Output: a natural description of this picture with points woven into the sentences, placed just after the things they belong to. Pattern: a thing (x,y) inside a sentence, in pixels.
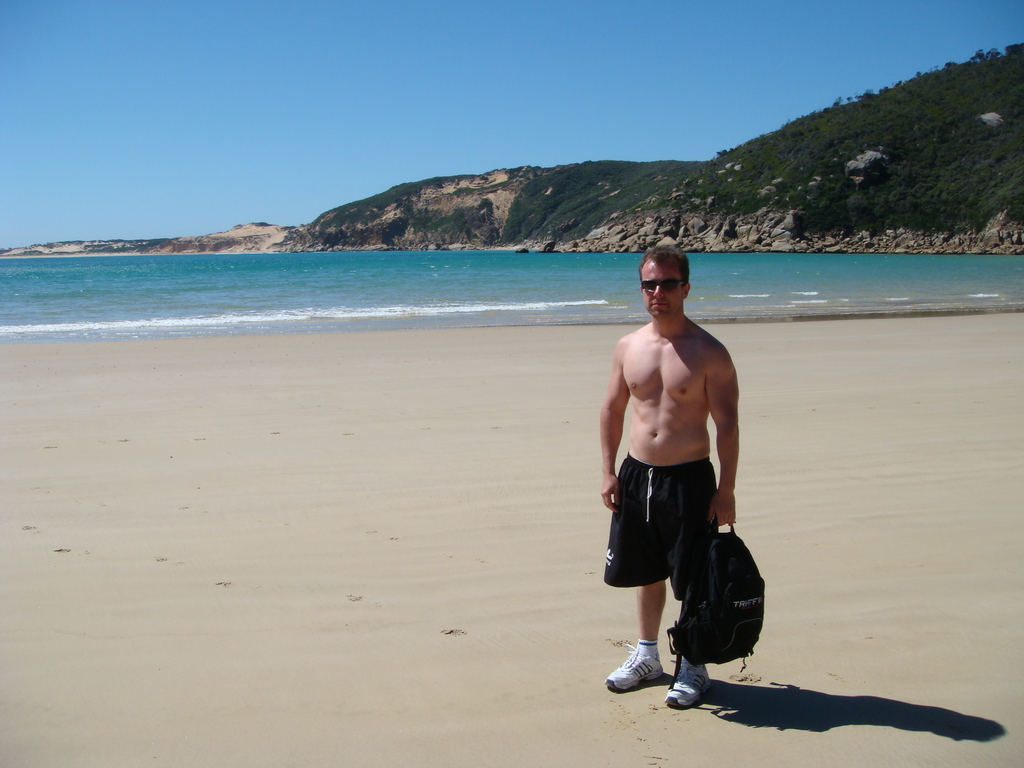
In this picture I can see a man (622,505) standing and holding a bag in his hand (720,496) and I can see water (360,280), few trees (833,169) on the hill (762,173) and a blue sky (480,138).
